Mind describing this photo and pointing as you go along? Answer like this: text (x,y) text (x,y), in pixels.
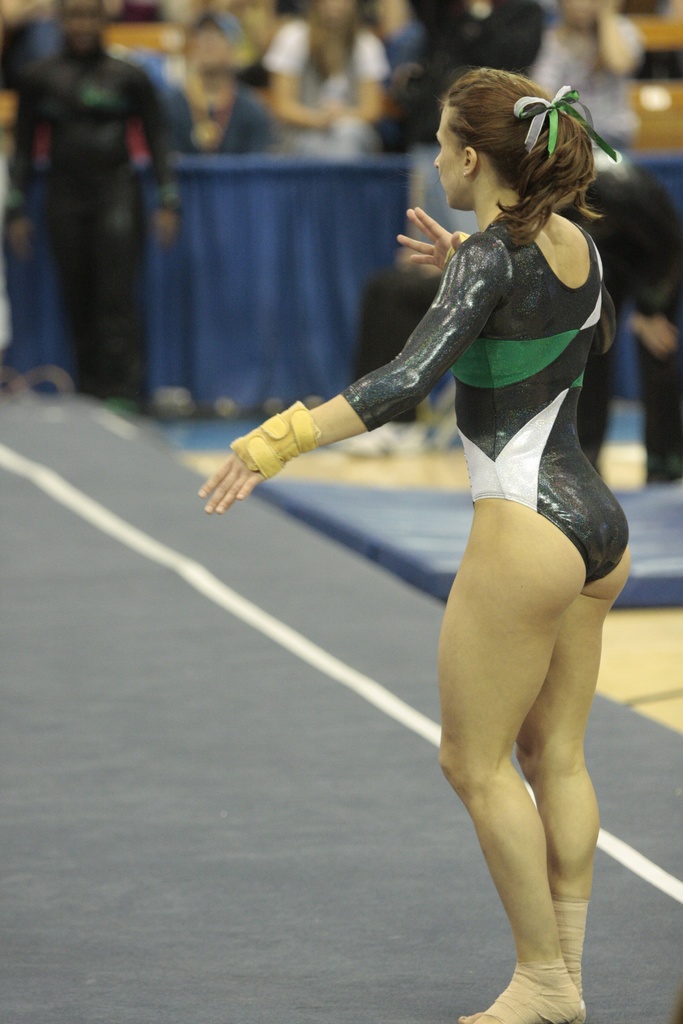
On the right (514,473) there is a woman (528,877) standing on the platform (296,674). In the background (247,125) the image is blur but we can see few people (93,65) standing over here.
